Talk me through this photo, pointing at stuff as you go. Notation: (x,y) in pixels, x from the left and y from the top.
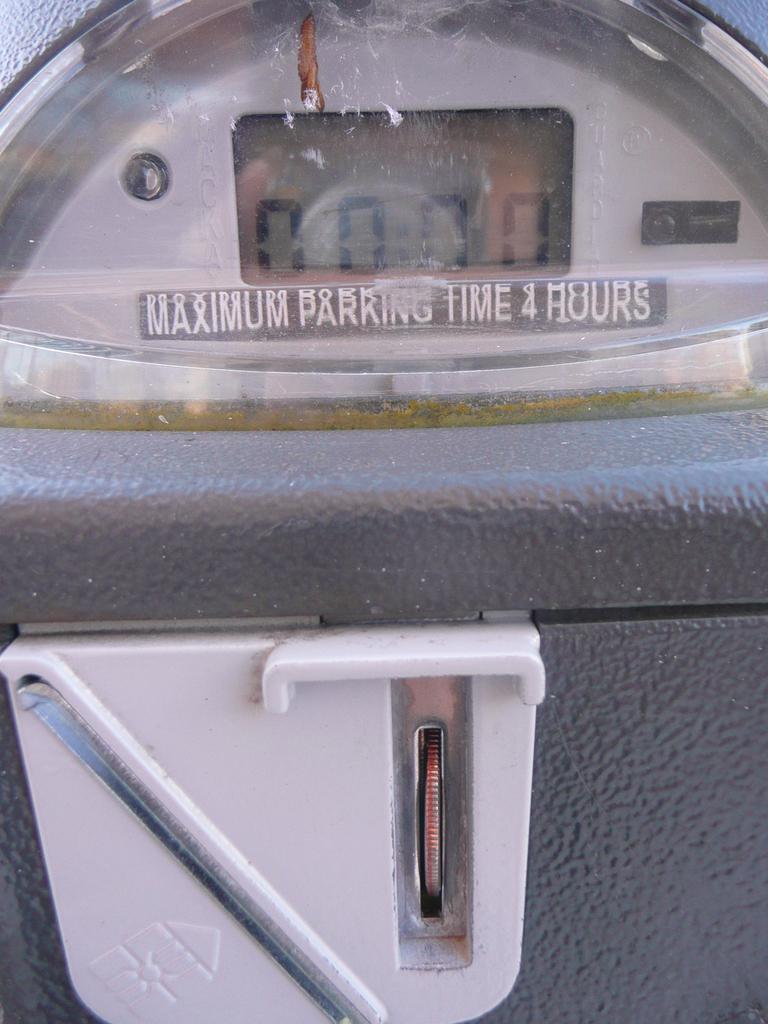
In this image I see the parking meter (533,15) and on the screen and I see 4 0's (256,257) and down to it I see it as written as "Maximum parking time 4 hours".
